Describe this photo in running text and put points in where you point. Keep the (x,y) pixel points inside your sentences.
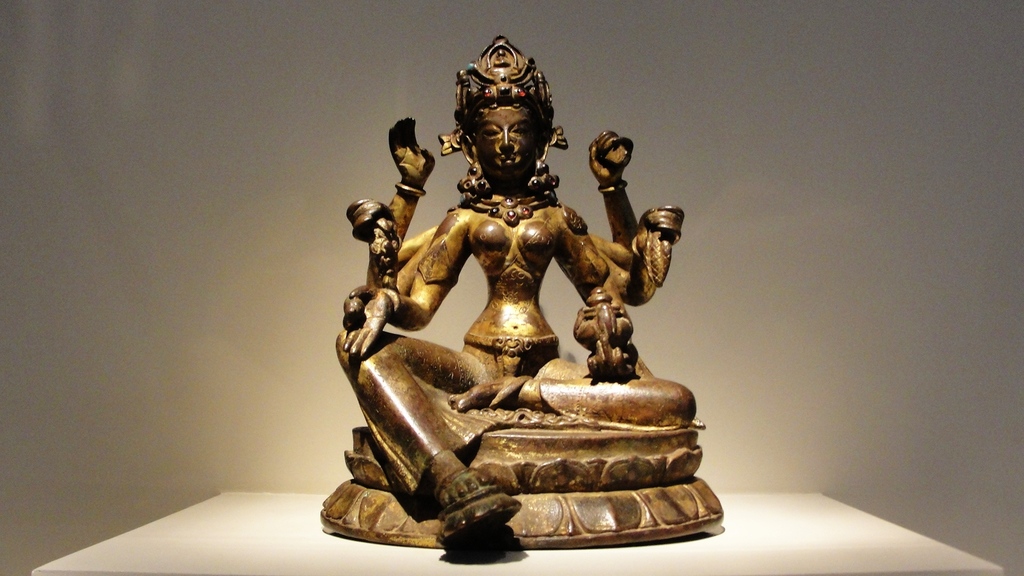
We can see statue (484,423) on the white. In the background (700,79) it is white.
